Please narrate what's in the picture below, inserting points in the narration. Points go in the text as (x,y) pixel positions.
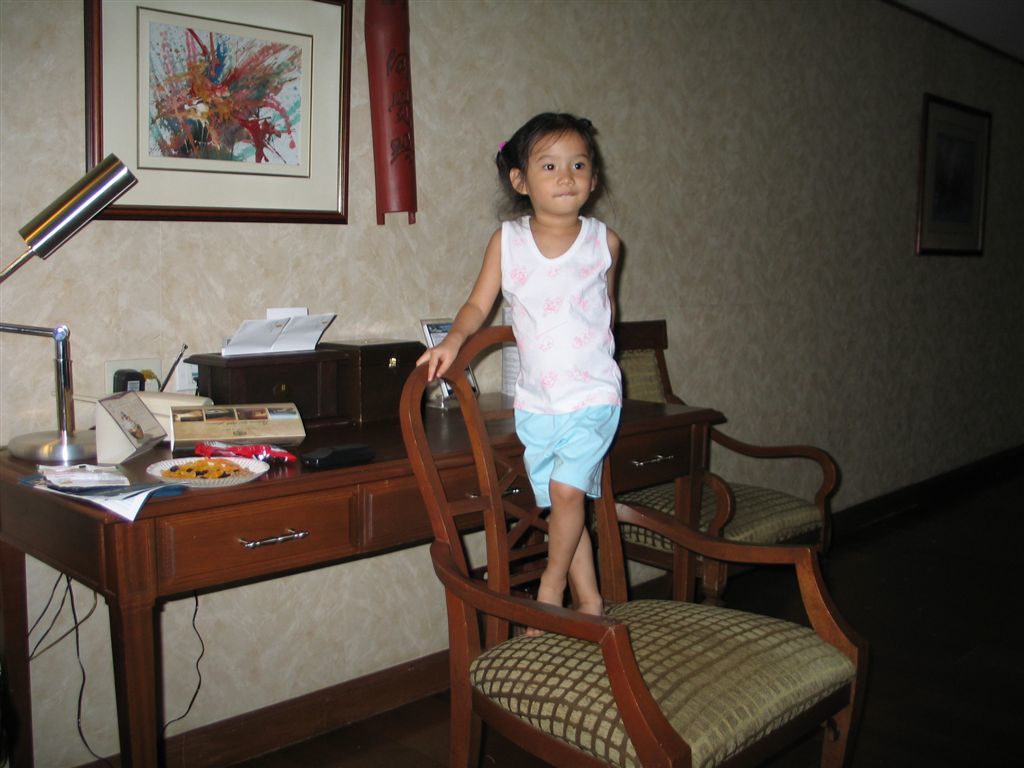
This picture is taken inside the room (952,547), There is a table (190,583) which are in brown color on that table (229,541) there is a black color object (275,386), There is a poster (311,159) which is in white color, There is a chair (483,666) on that chair (608,621) there is a girl (565,443) standing, In the background (826,371) there is a white color wall (768,133).
